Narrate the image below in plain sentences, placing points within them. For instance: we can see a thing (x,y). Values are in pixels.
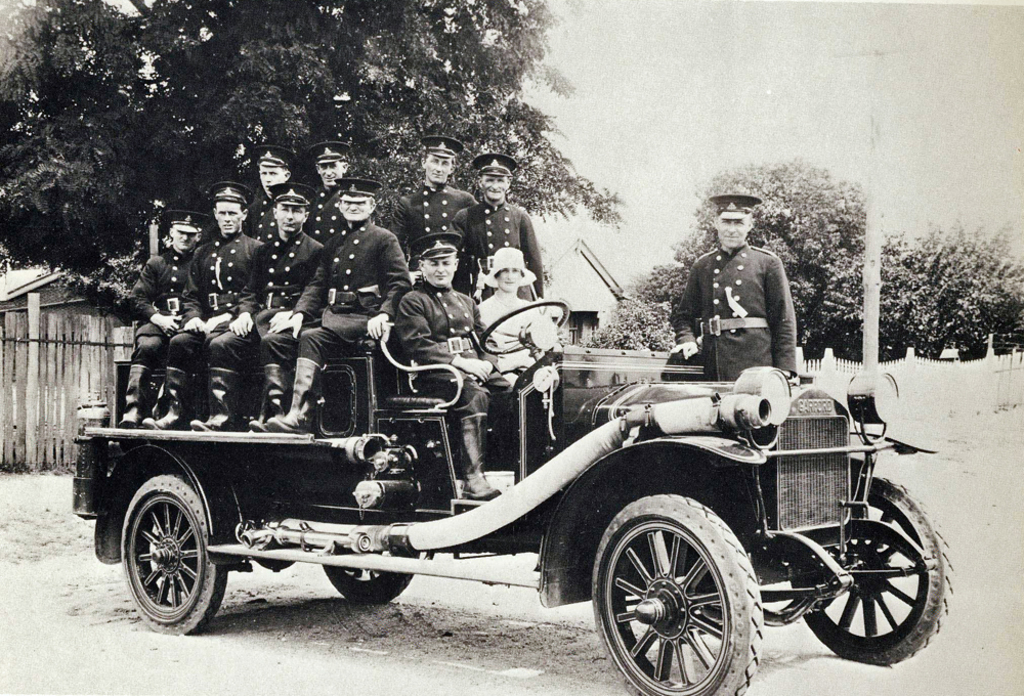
In this picture I can see there is a car (644,582) and some people (491,311) are sitting in the car (396,353) and there is a person (733,218) standing here. In the backdrop (100,353) there is a wall (27,359), building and trees (861,245) and the sky (753,64) is clear.
